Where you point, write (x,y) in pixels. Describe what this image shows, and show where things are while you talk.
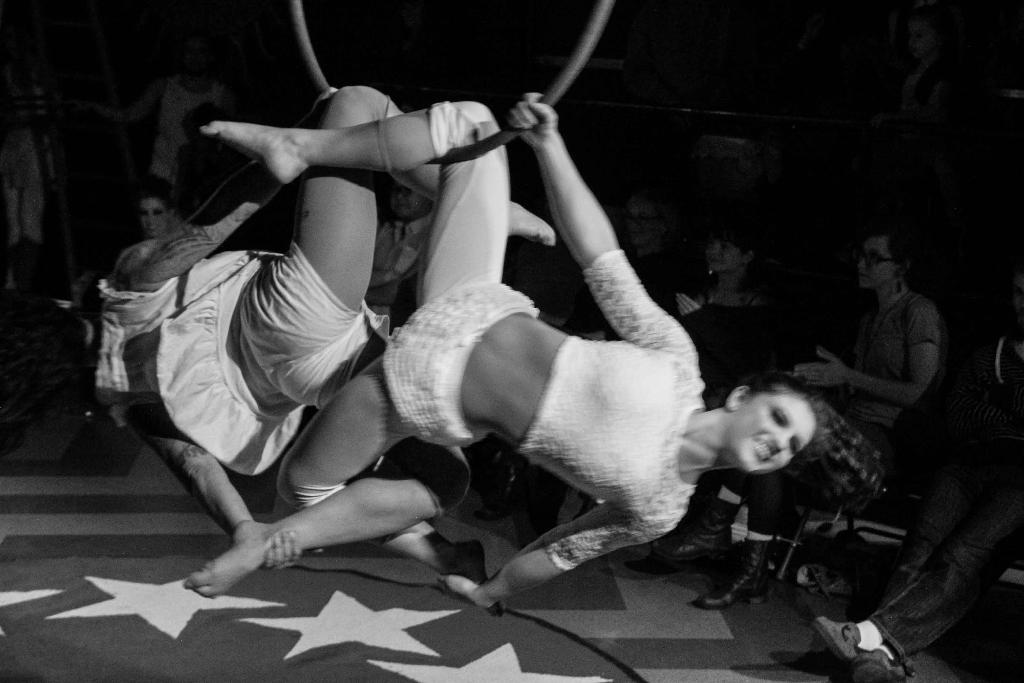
In this image in the foreground (521,365) two persons (535,353) are performing stunts. In the background (420,214) there are many people (158,228) watching them.
